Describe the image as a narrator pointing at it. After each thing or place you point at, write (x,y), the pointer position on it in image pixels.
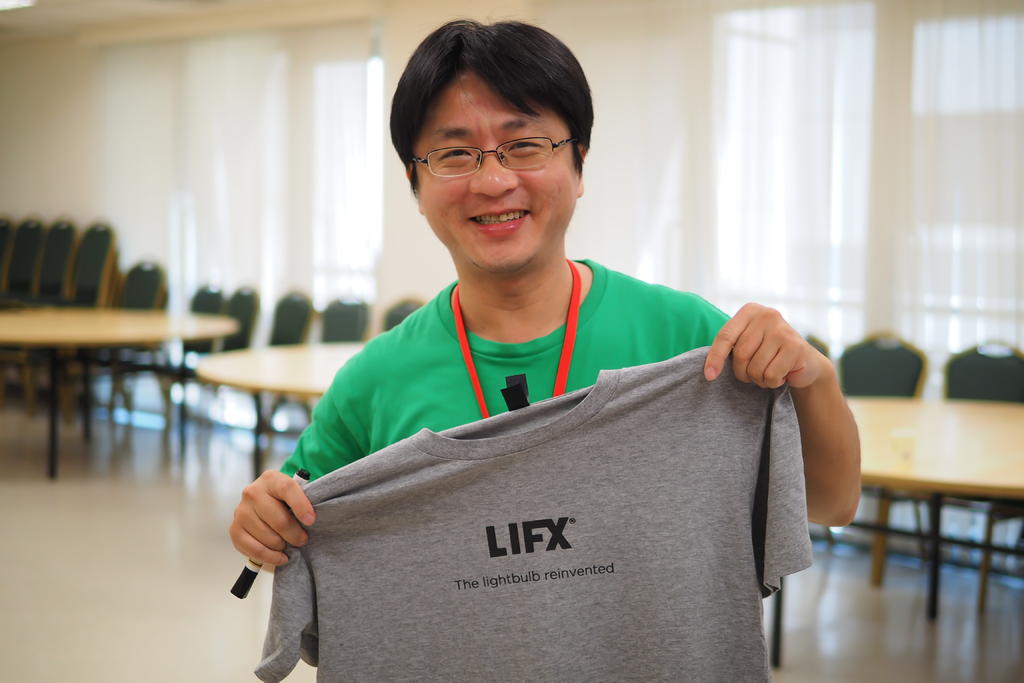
This man (570,297) is highlighted in this picture. This man (505,170) is holding a ash color t-shirt (653,477) and wore spectacles (553,139). We can able to see number of chairs (245,319) and tables (297,379). This is a white curtain (300,168).
